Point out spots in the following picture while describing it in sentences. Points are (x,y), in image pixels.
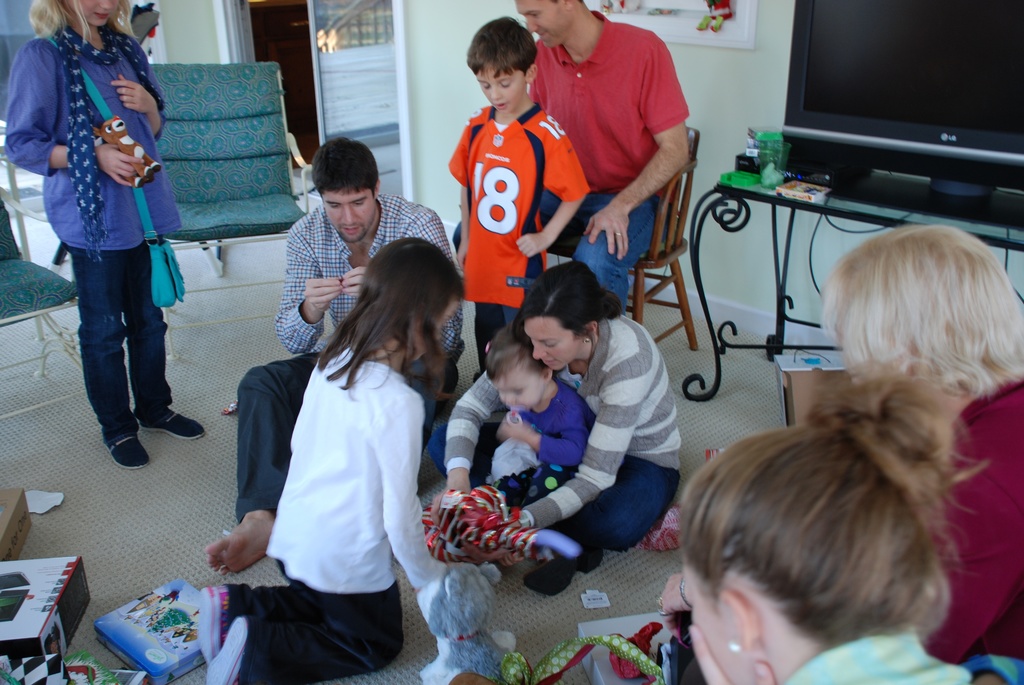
In this image we can see few people (535,312) and children (387,455). There are toys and boxes (136,599). And there is a table (760,186). On the table (777,197) there is television (820,144) and some other items (749,147). In the back (690,44) there is a wall (690,44) with some object (697,25). Also there are chairs (7,232).
